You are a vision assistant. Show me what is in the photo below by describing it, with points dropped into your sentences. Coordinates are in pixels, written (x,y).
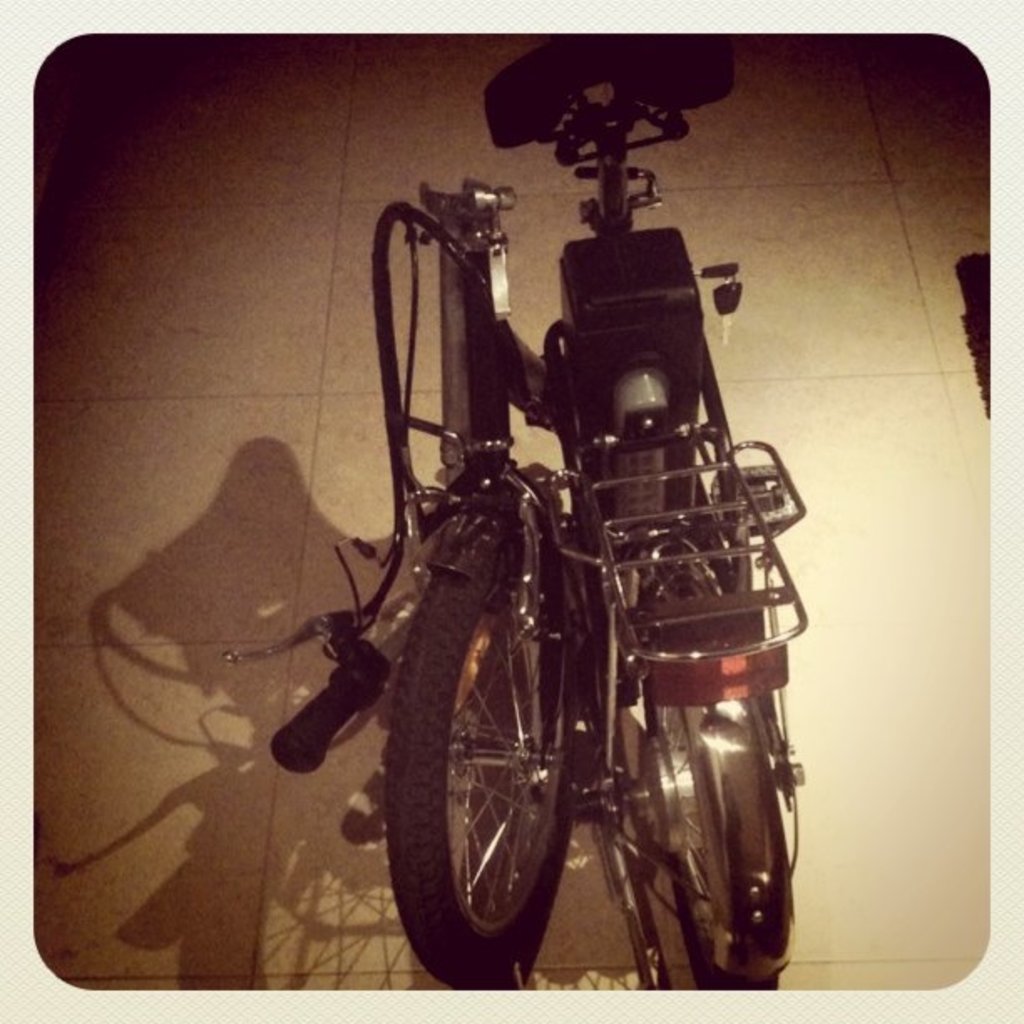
In this image there is a bicycle (552,506) on the floor (332,520), there is an object (969,305) truncated towards the right of the image (971,322).
